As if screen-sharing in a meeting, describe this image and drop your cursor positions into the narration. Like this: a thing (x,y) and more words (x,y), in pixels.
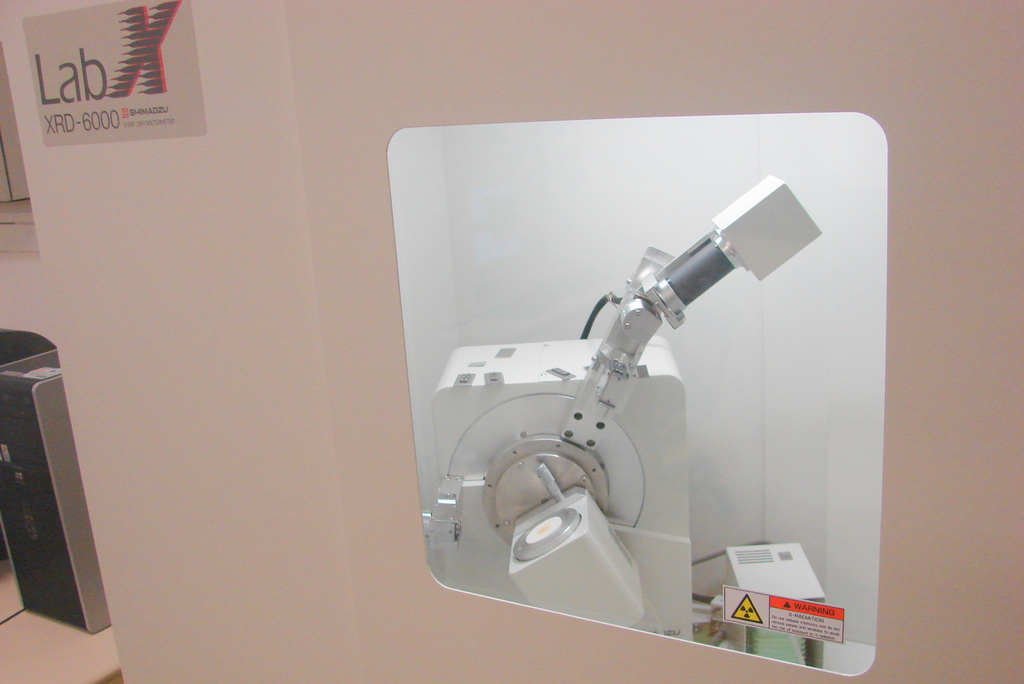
In this image we can see an object (44,521) on the table (5,592) at the left side of the image (31,556). There is an object (585,473) in the image. There is some label (774,610) on the image. There is some text (128,74) on the wall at the top of the image (124,87).
